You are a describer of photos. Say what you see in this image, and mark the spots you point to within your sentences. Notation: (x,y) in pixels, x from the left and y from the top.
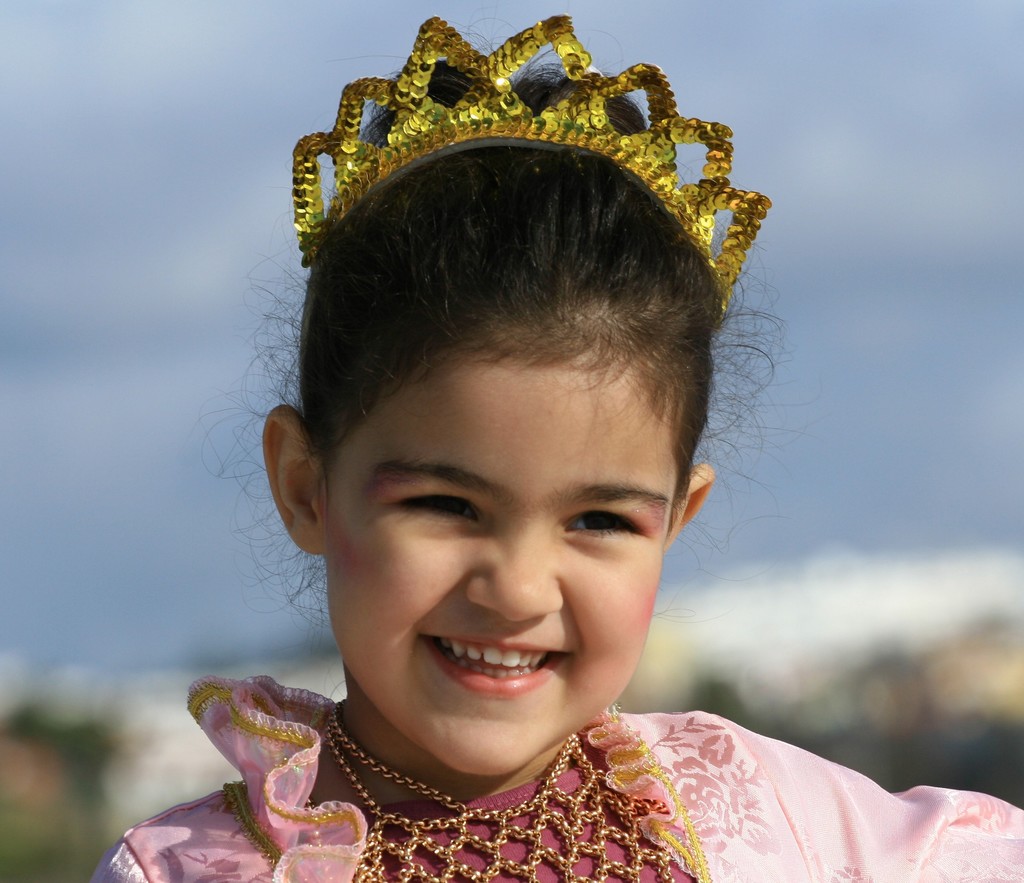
In this image there is a girl (635,770) and she is smiling. At the backside of the image (136,267) there is sky (101,187).
